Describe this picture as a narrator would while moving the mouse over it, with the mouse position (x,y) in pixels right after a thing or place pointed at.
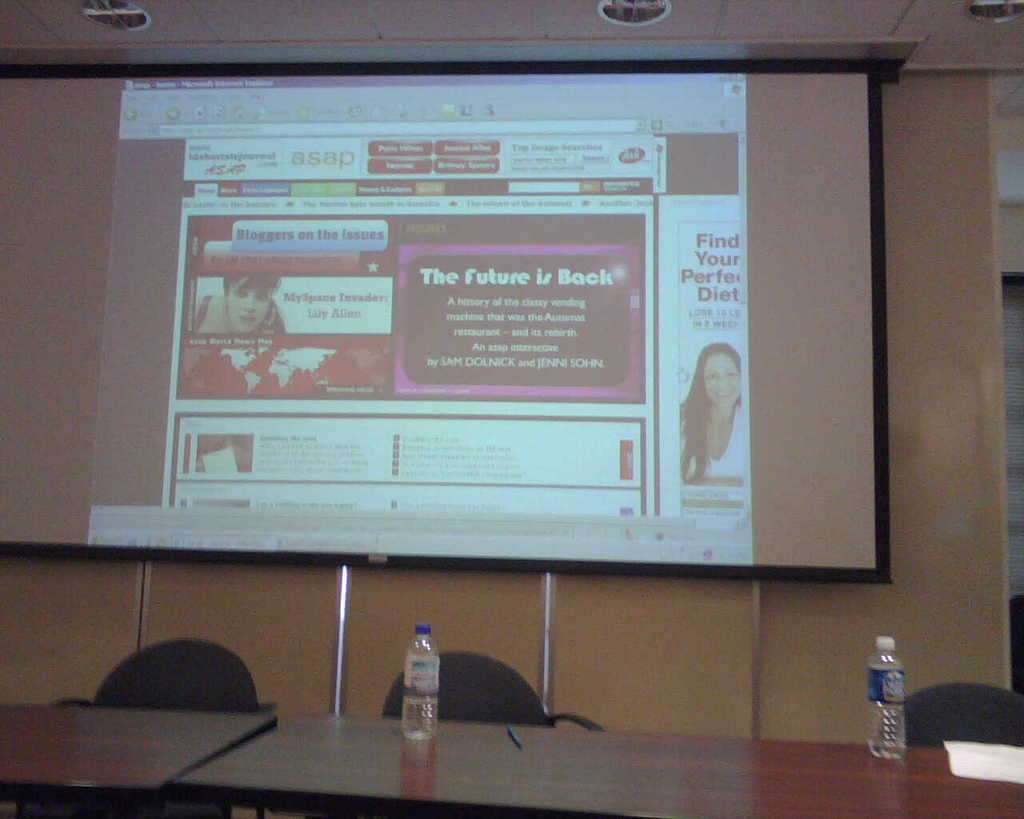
In this image I can see a table (556,754). This is a water bottle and some other object (956,770) is placed on the table (724,804). I can see three chairs (945,711). At background (662,476) I can see a screen (647,377) where some website (366,254) is opened and it is projected. At top of the image (593,25) I can see a ceiling light (641,15) and ceiling (812,11).
